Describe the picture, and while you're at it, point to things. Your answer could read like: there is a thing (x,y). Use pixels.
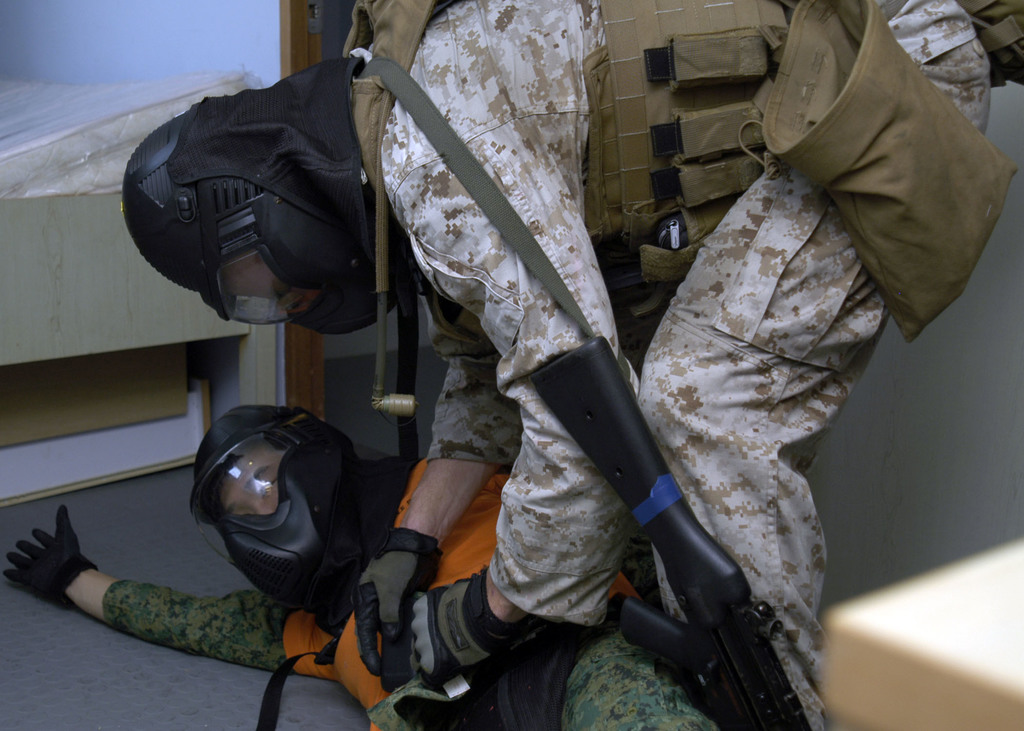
In this image there are two people (152,209) in the uniform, one wearing bags (929,253) and carrying a gun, there is a bed (144,104), a box (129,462) under the bed (135,120) and a desk (937,639).
